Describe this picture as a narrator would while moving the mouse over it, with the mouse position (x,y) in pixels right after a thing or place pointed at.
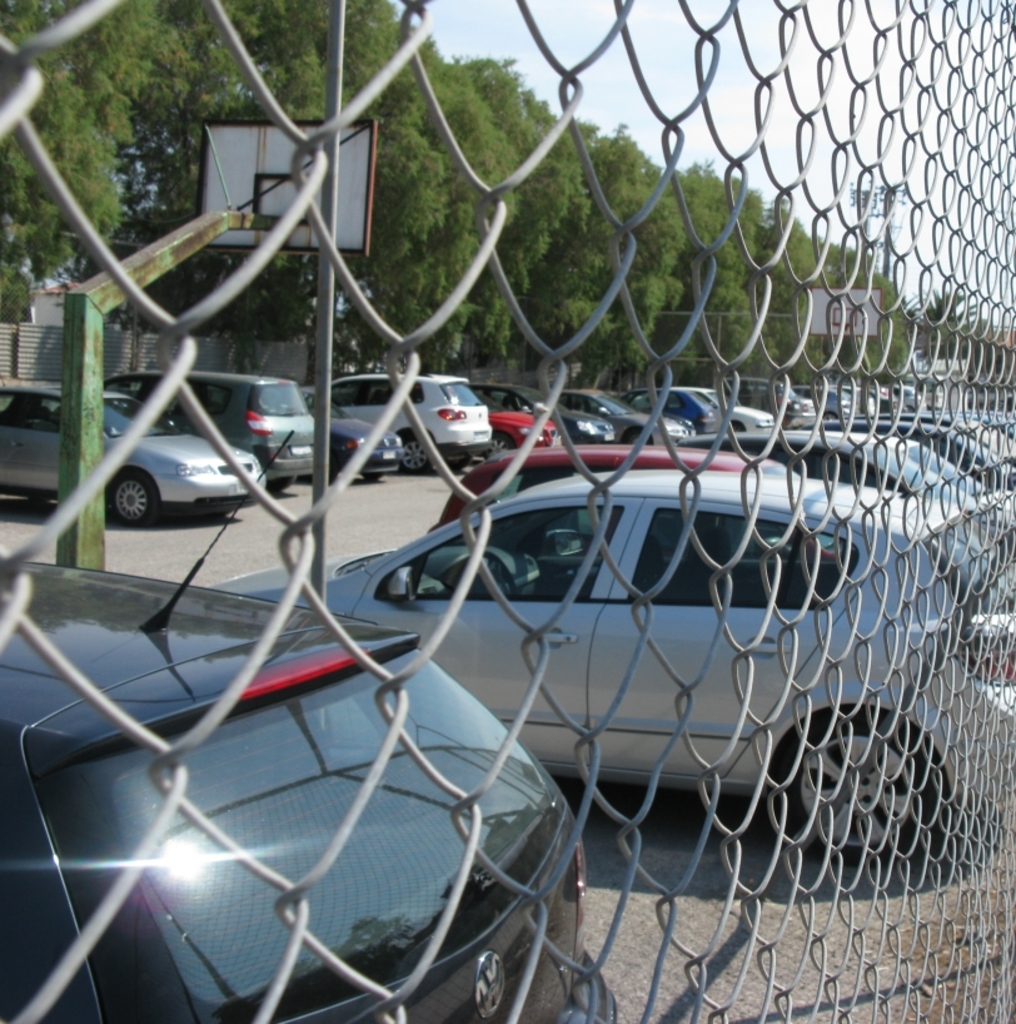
In this image we can see a fence (495,767) and there are some vehicles (288,688) and we can see some other objects (319,458) and we can see trees (70,131) in the background (283,302) and at the top (896,42) we can see the sky (757,45).
